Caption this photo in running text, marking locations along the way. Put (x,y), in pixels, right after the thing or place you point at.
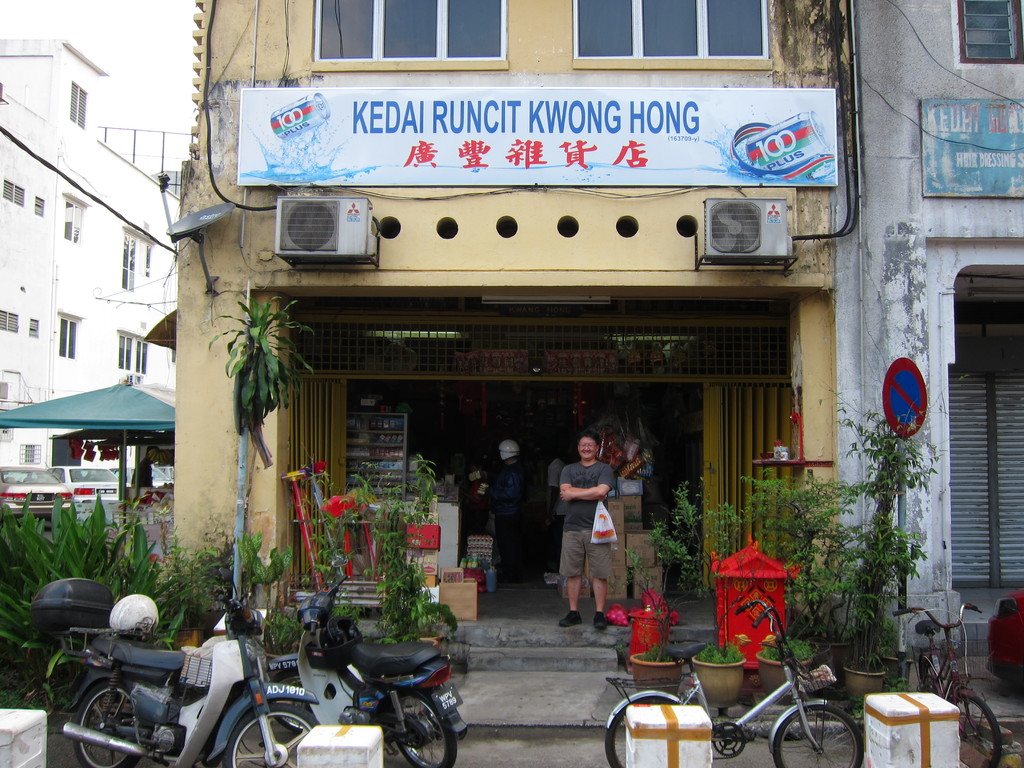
In the foreground (422,690) I can see bikes (206,727) are parked on the road (573,741), plants (846,566), board (915,421) and group of people (580,465) are standing on the floor (521,579). In the background (676,234) I can see buildings (257,264), shops (217,360), tents (145,394) and the sky (137,136). This image is taken during a day.
